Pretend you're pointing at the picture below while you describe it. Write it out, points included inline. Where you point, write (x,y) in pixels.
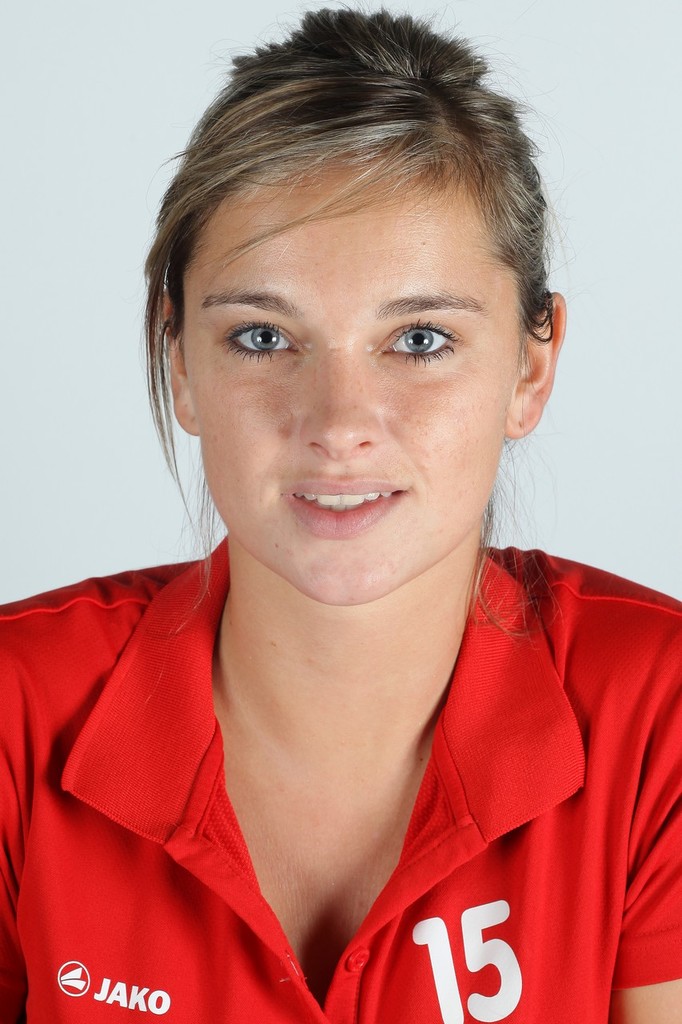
There is a lady (227,580) wearing a red t shirt (157,833). On that something is written. Also there is a number (449,976) on that.
